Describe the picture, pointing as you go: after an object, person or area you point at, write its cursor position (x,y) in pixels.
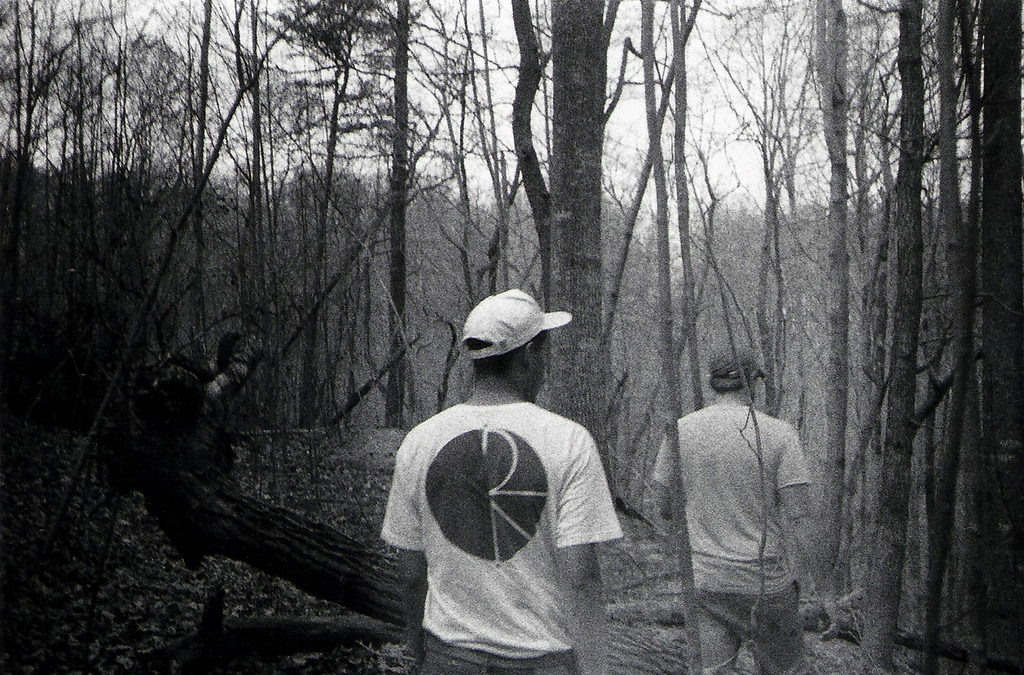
Here in this picture we can see two men (518,420) wearing caps (494,336), walking on the ground (310,607) and we can see dry leaves (302,597), grass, plants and trees (377,575) covered on the ground (235,572) and we can see the sky (357,146) is cloudy.
